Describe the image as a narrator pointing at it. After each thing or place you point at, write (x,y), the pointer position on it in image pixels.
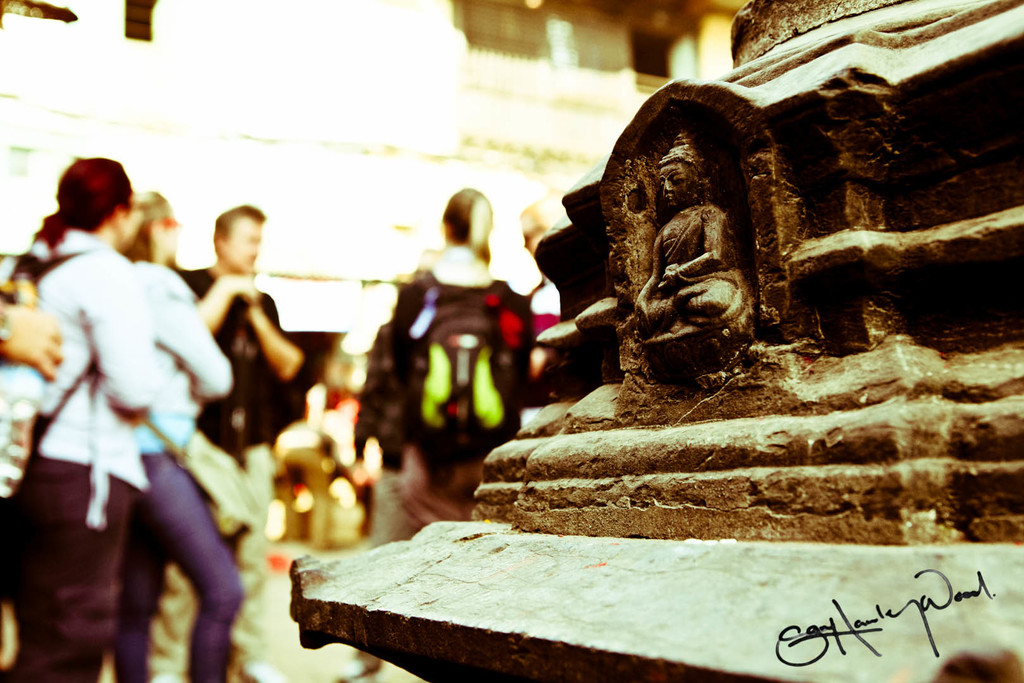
On the right side (702,361), we see the stone carved idol of Buddha (703,277). Beside that, we see many people (279,348) are standing. Behind them, we see a wall (500,185) in white color. This picture is blurred in the background (360,379).
